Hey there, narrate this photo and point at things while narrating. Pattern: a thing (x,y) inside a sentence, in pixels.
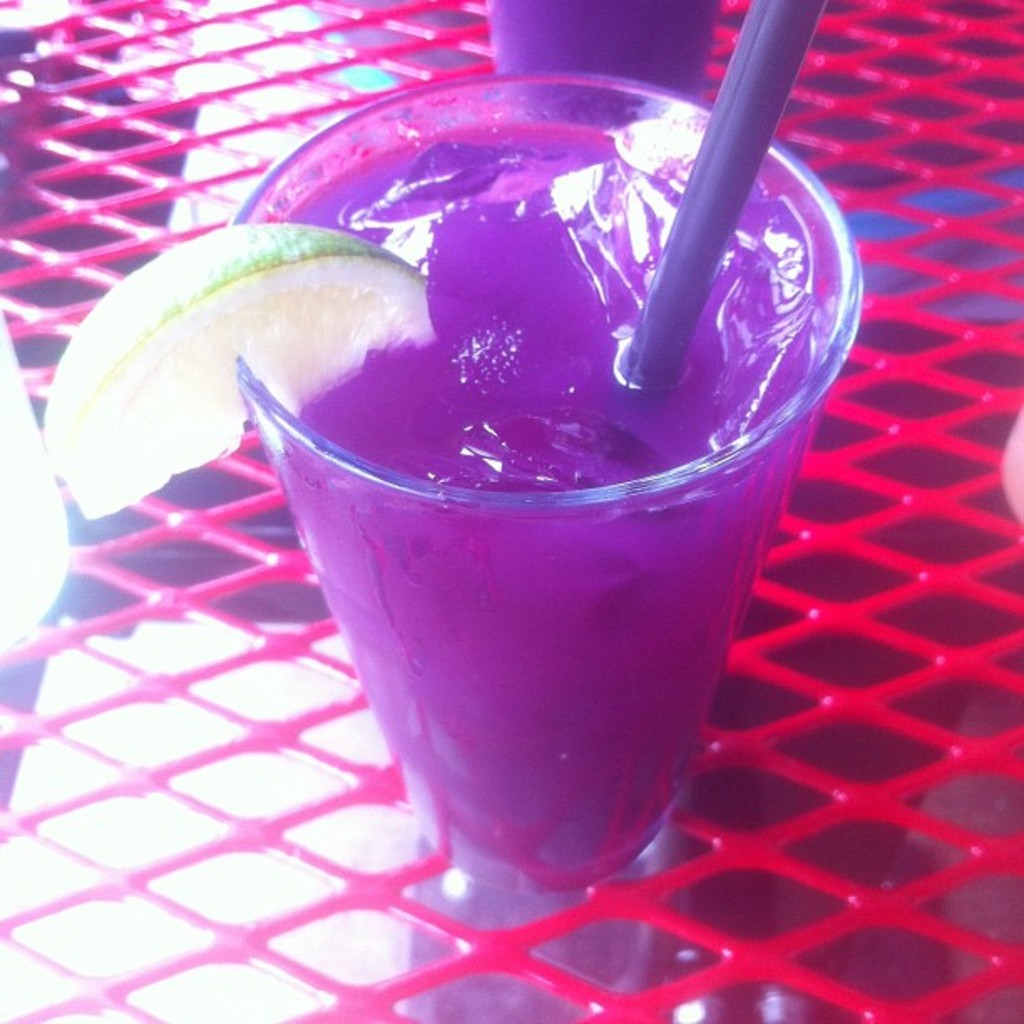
In this picture there is drink (638,701) in the glass (637,665) and there is a straw (784,53) in the glass (625,673) and there is a lemon (237,314) on the glass (289,426). At the back (506,44) there is an another glass (506,44). There are glasses (588,28) on the table (966,414). At the bottom (882,949) it looks like a floor (929,855).
